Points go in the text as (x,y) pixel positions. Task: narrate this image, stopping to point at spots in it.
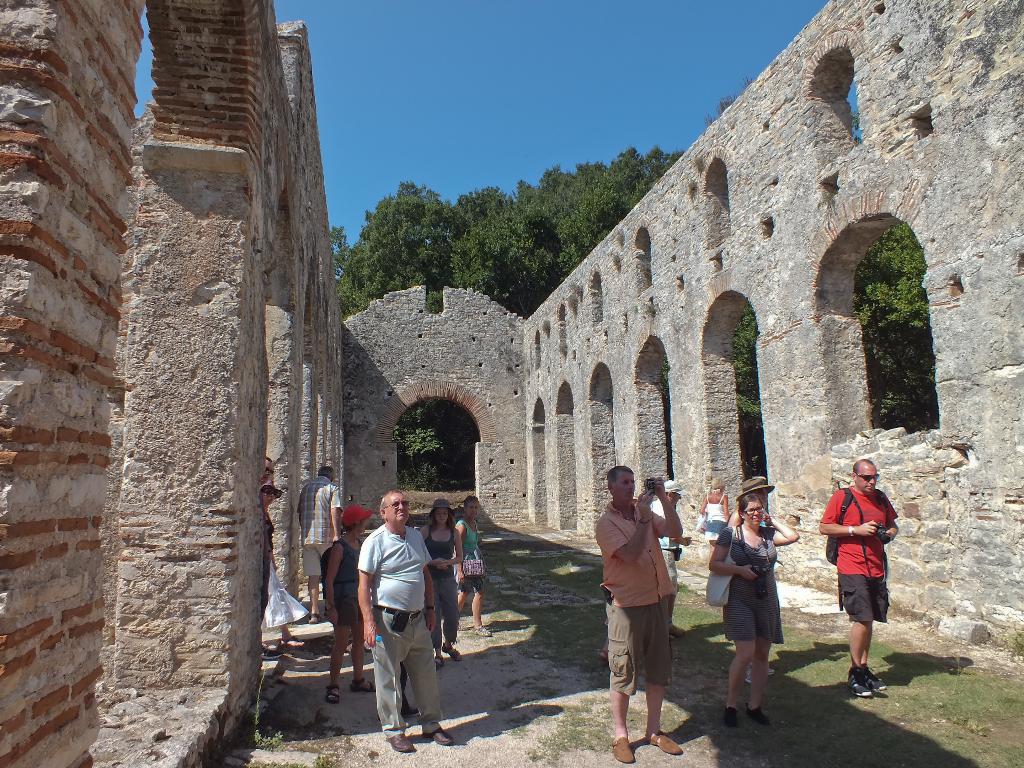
In this image I can see a few people (622,546) standing. In front (748,586) the person (647,523) is holding camera (648,486) and wearing bag (728,585). I can see brick wall (53,370) and a fort (376,371). I can see trees (493,243). The sky (562,132) is in blue color.
